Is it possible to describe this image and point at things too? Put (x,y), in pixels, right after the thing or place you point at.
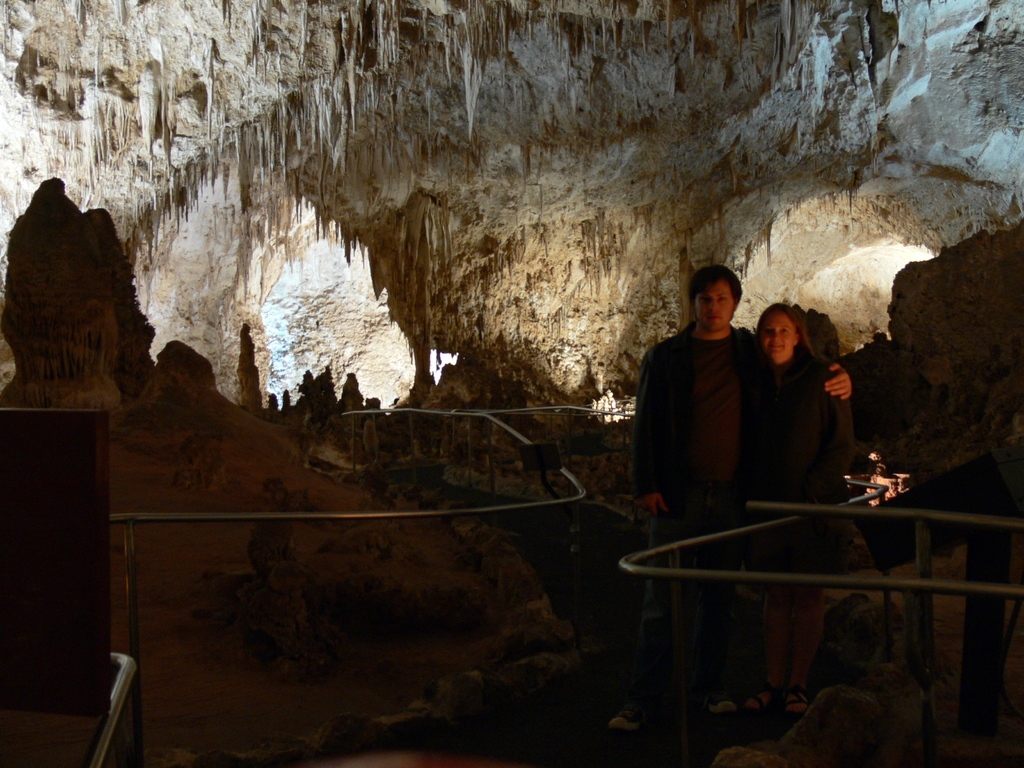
In this image we can see the cave (1006,87), two persons (702,432) with smiling faces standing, one man (718,459) holding a woman (762,440), some poles (391,412) with rods (535,409), one board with pole (547,491), some objects (472,439) on the ground (547,512), one object (31,629) on the bottom left side of the image (7,573) and the image is dark.
